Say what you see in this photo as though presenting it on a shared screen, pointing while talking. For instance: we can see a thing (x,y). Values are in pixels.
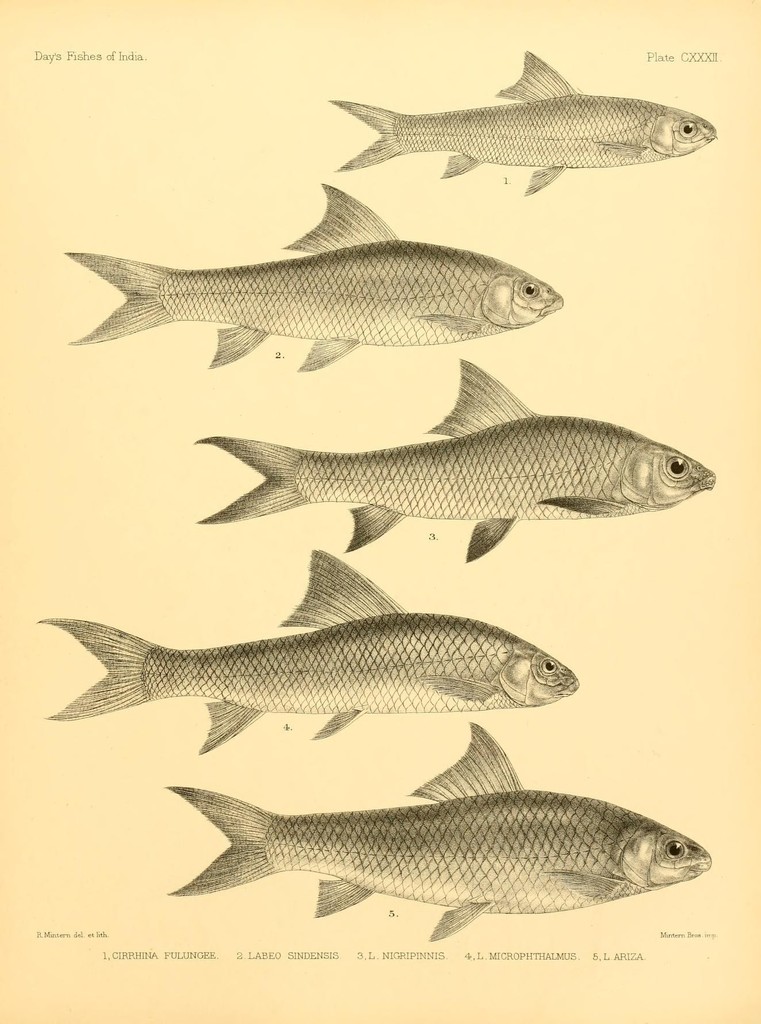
In this image we can see a page (399,697) of a book (343,94) where five fishes image (422,890) are present.
